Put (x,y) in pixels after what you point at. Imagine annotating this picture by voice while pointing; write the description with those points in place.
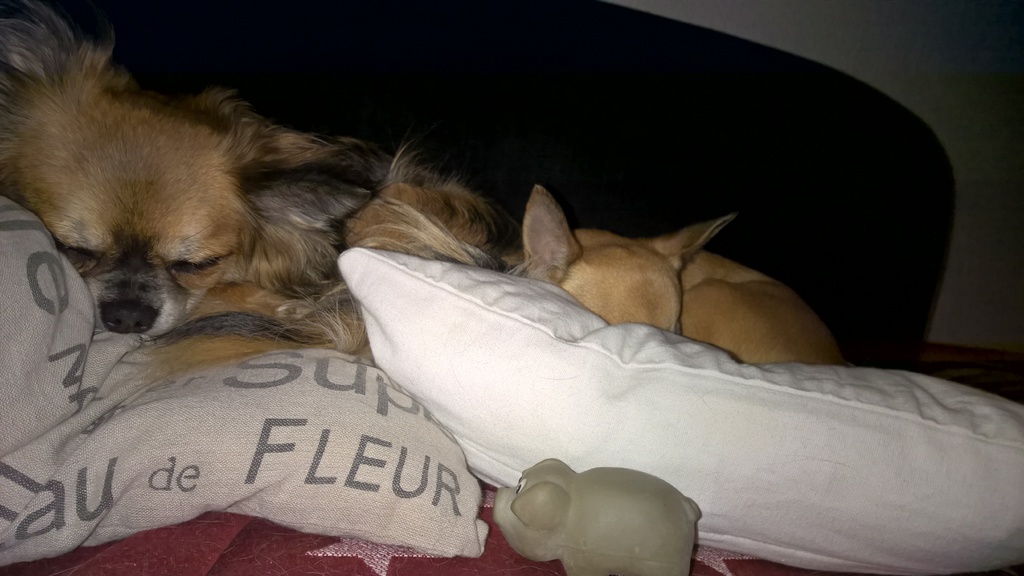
In this image there are two dogs (357,333) and they are sleeping on beds (119,561), and also there are some pillows (504,433). In the background (947,87) there is a wall (955,104) and some object (490,67).
